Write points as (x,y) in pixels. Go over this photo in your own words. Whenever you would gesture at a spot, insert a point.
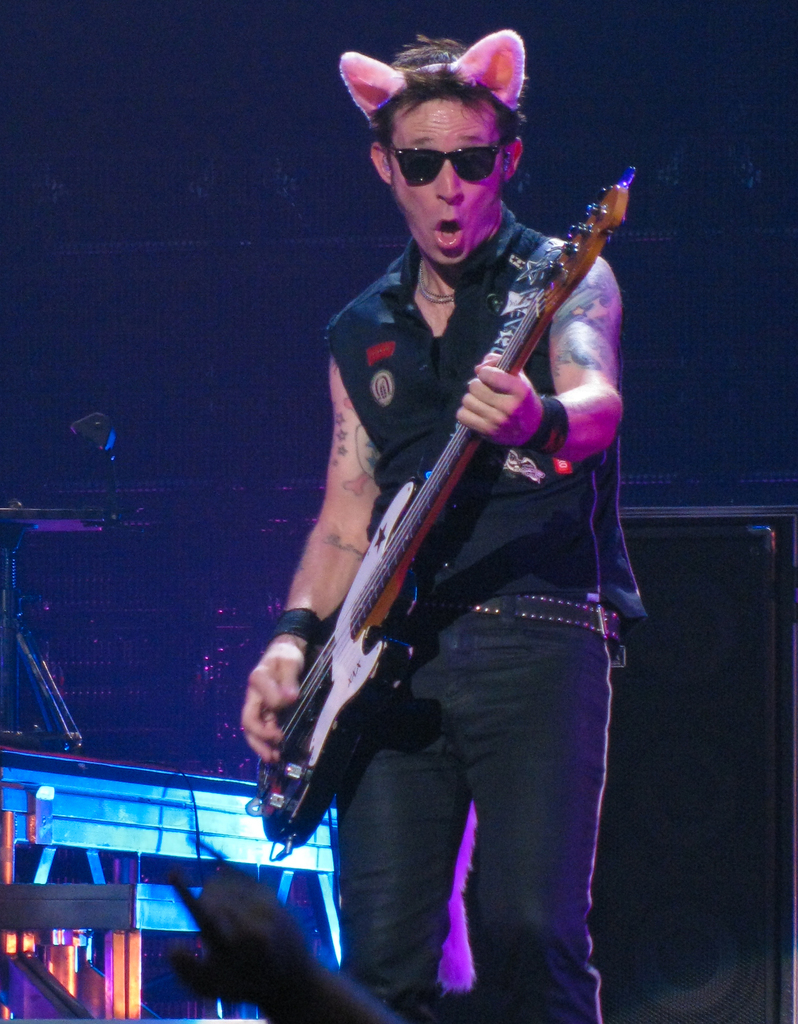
In this picture a man (487,304) is playing guitar (389,646) in the background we can see a microphone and couple of musical instruments (165,852).
